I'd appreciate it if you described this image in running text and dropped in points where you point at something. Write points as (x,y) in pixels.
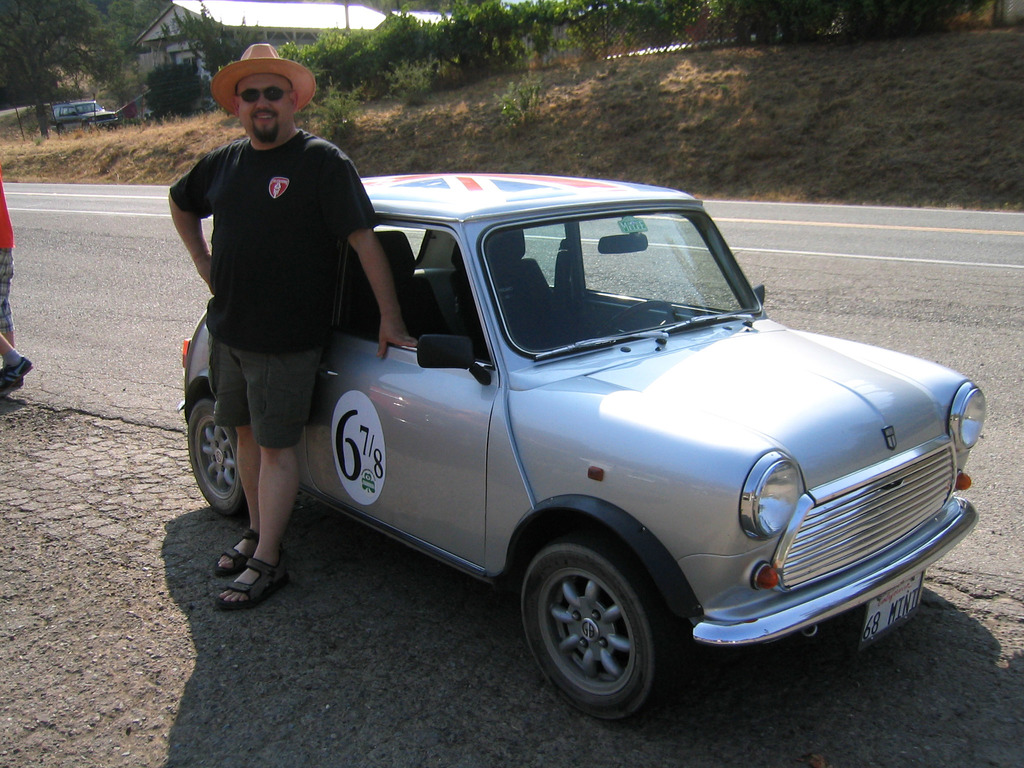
In this image we can see few persons (283,150). A man (258,125) is wearing a hat (227,82) on his head (268,115). There are few vehicles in the image. There is a house (307,35) in the image. There is a road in the image. There are many trees (218,60) and plants (284,50) in the image.
